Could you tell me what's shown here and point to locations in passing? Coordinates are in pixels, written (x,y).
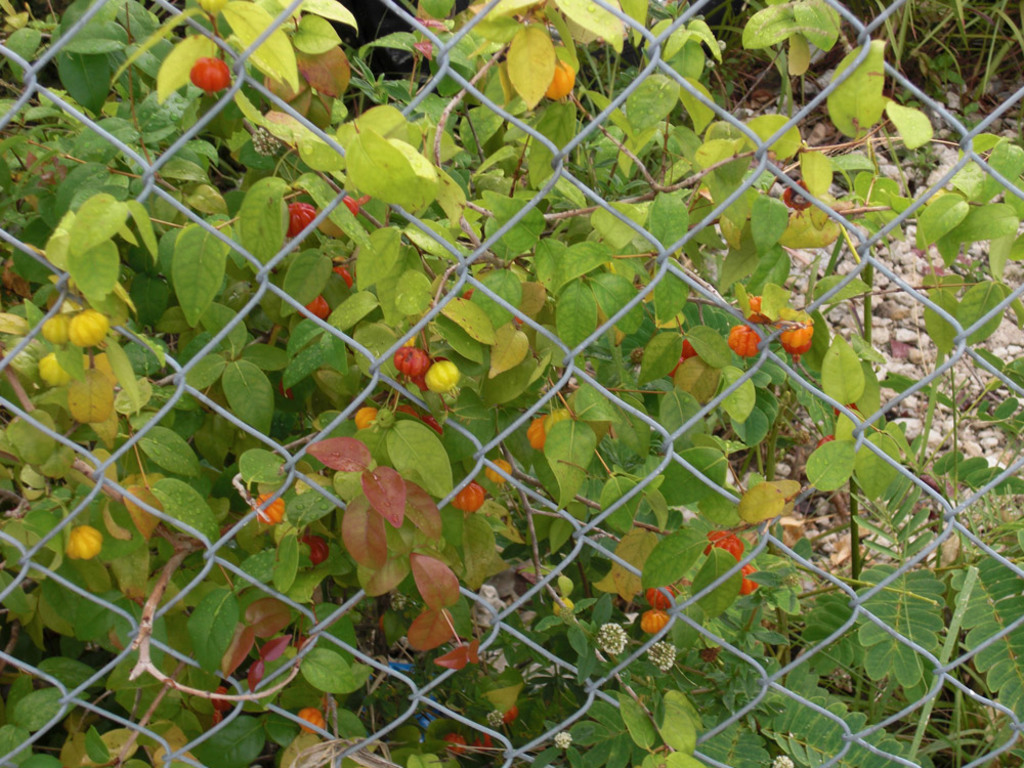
In this picture we can see some fencing (237,418). Behind this fencing (855,261), we can see some green leaves (395,168), stones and some grass (956,11) is visible in the background (937,39).
